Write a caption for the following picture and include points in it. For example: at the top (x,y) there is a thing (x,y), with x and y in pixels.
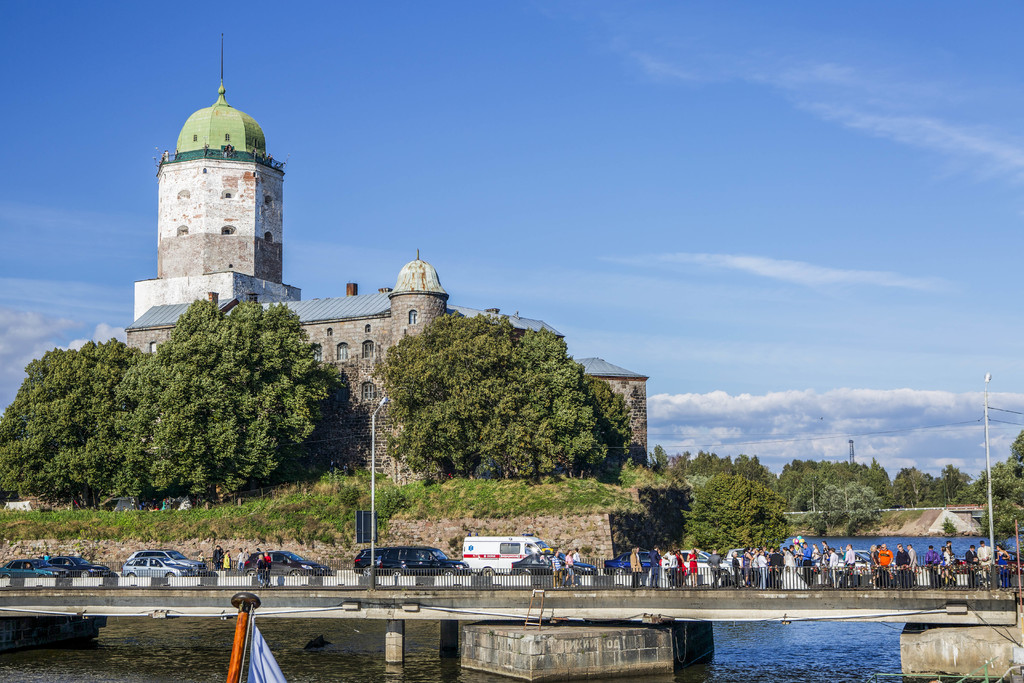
In the picture we can see a bridge (621,618) on the water (842,629), on the bridge (624,596) we can see some vehicles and some people (846,561) standing near the railing (883,567) and behind the bridge (198,603) we can see plants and trees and a historical building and near to it also we can see many trees (46,491) and in the background (601,271) we can see the sky (496,269) with clouds (9,375).
